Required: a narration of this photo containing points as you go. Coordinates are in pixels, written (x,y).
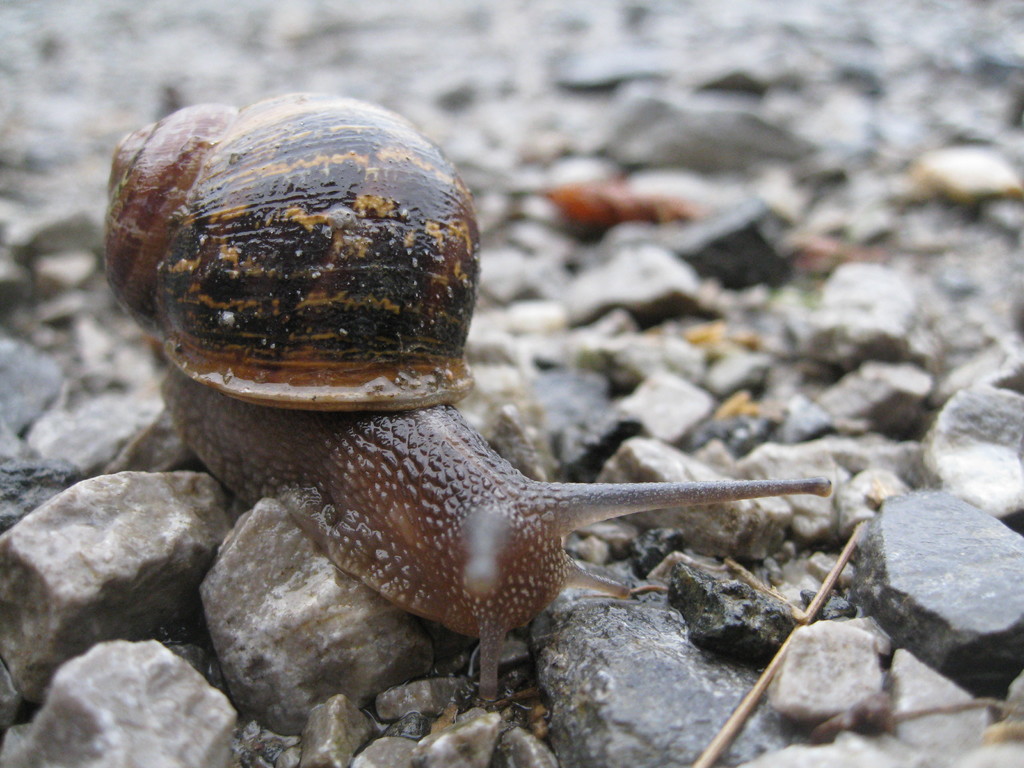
This picture consists of a garden snail (267,160) in the center of the image (395,481) on the stones (370,5).
